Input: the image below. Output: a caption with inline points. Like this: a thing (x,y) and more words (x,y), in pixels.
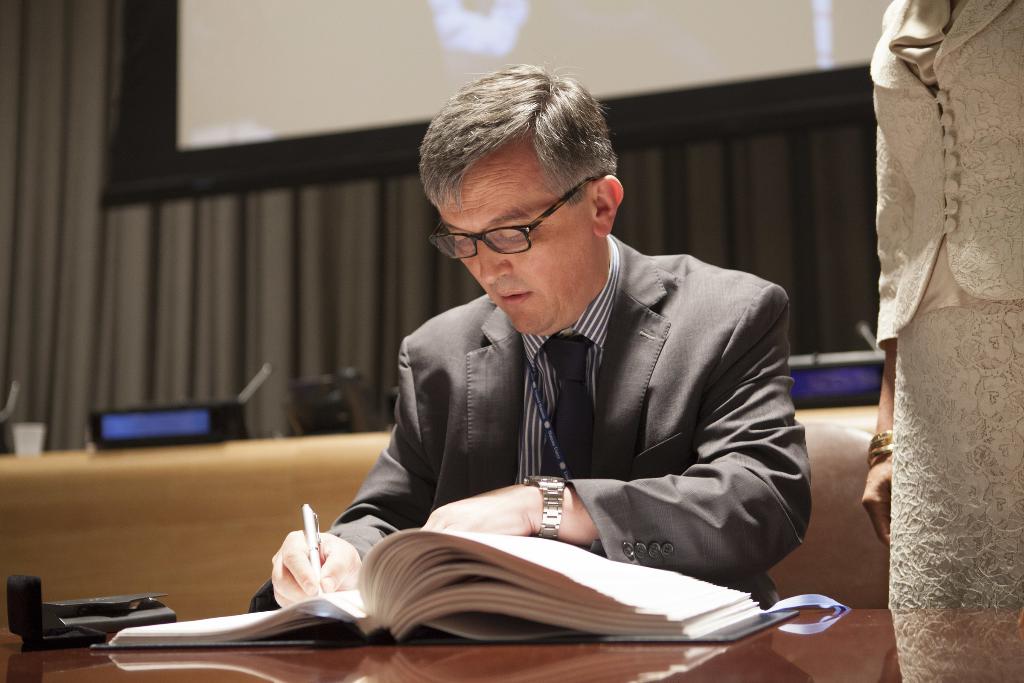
In the middle of this image (470,337), there is a person (470,337) in a suit (421,389), sitting and writing in a book (429,596), which is on a wooden table (204,670), on which there is an object (153,621). On the right side (972,529), there is a woman (1008,125) in a white color dress (873,72), standing. In the background (260,37), there is a screen (794,47) arranged, there is a gray color curtain (298,203), there are microphones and other objects (27,425) arranged on the table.
